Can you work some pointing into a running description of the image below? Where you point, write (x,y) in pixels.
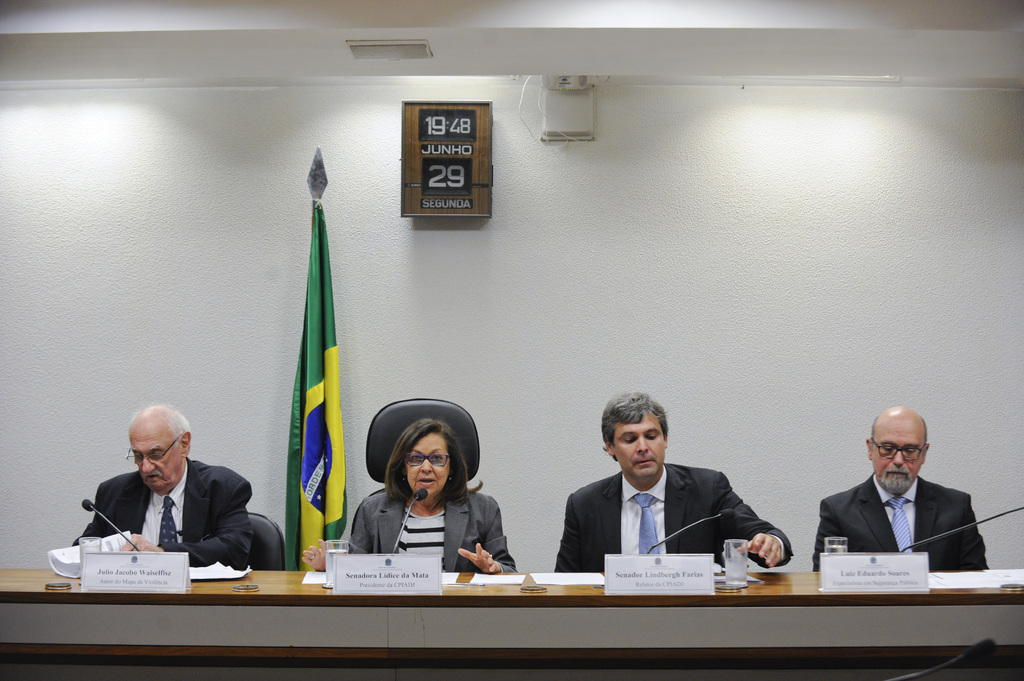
In this image we can see four persons (138,446). Behind the persons (428,482) we can see a flag (324,398), wall (466,391) and chairs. On the wall (430,259) we can see an object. At the top (488,72) we can see the roof (565,65).
